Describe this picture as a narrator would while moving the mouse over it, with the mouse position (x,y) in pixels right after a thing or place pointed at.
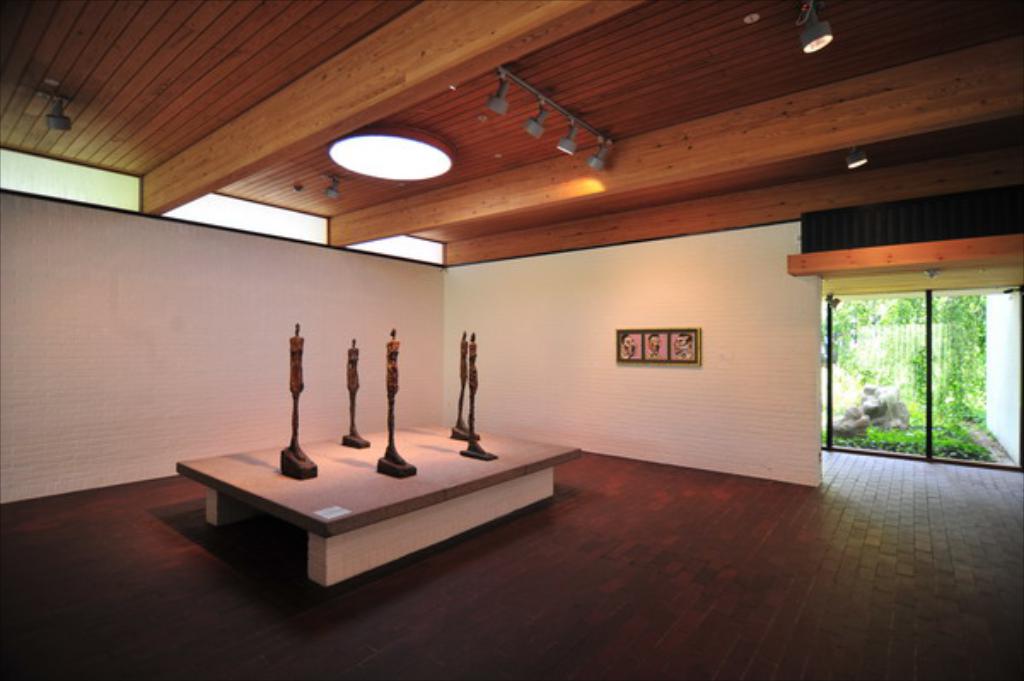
In this image, we can see the floor (449,564), there is a table (424,522), on that table (302,492), we can see some objects (471,368) kept, we can see the walls (441,422), there are some photos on the wall (624,267), at the top (53,74) there is a shed (355,9) and we can see the lights (439,154) on the shed (459,134), on the right side (831,375) we can see a glass door (873,378), in the background (873,378) we can see some plants (908,387).
